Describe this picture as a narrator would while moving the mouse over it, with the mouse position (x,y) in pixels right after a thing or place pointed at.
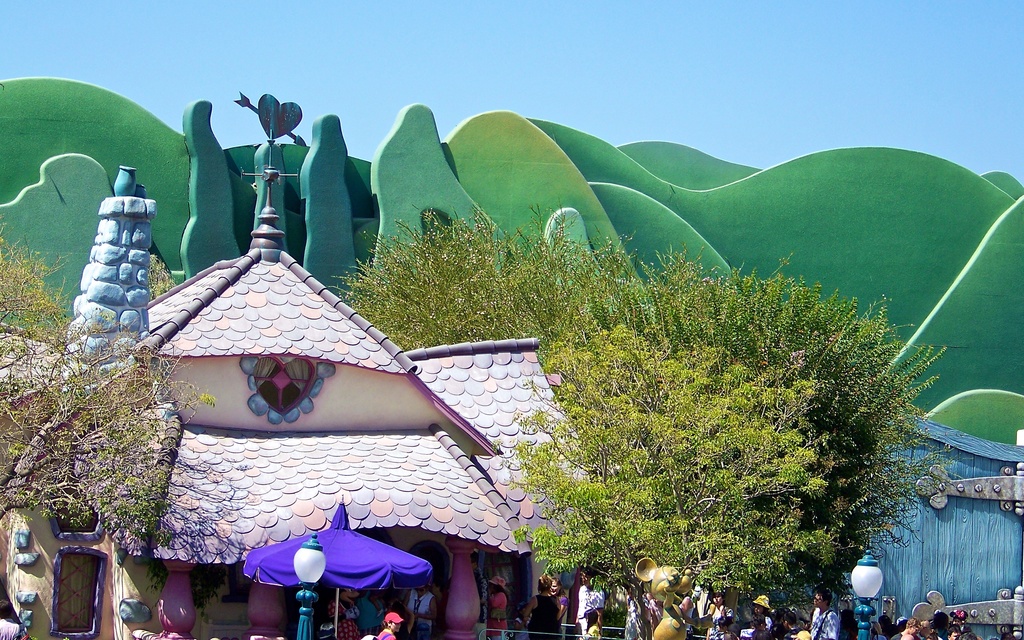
In this image I can see number of people (953,622) are standing in the front (771,622). I can also see few lights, few buildings (457,482) and few trees (740,585) in the front (615,439) and in the background (349,204) I can see number of green colour things (500,205). I can also see the sky (411,75) in the background (305,47).
